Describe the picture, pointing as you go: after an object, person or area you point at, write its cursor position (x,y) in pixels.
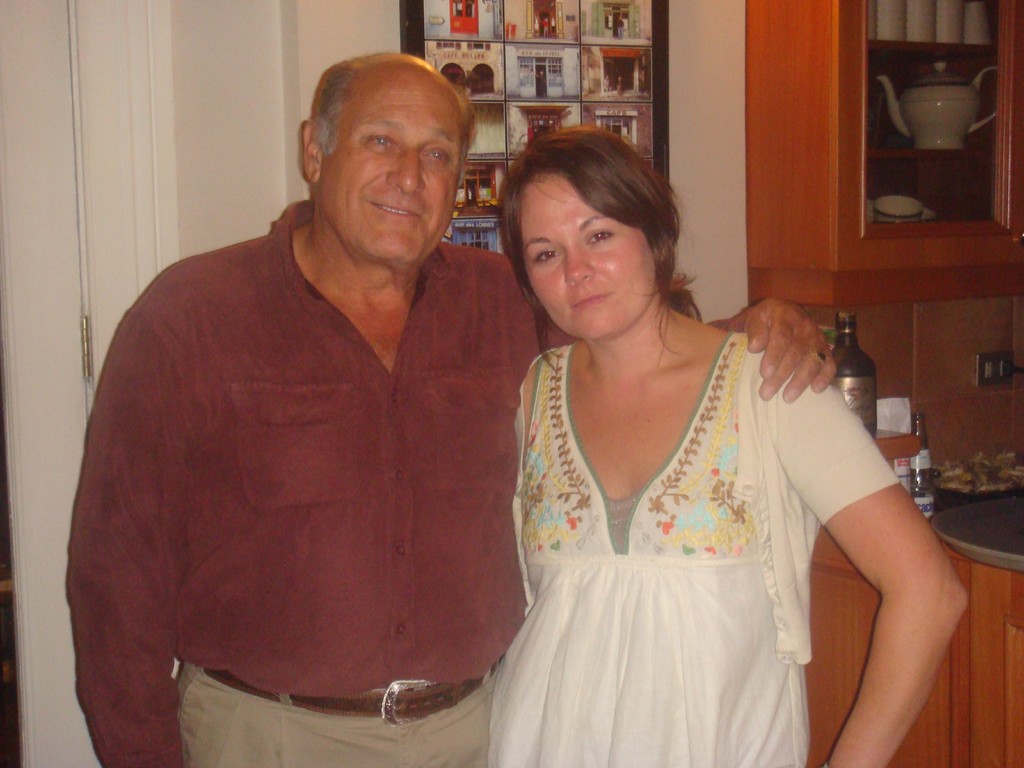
In this image in the center (604,492) there is one man (447,496) and one woman (620,614) who are standing and in the background (897,159) there are some cupboards (854,157), in that cupboards (859,170) there are some pots (899,203) and glasses (910,36) and at the bottom (984,646) there is one table (1004,520). On the table (1013,531) there are some bottles (868,370), in the background (555,104) there is one photo frame (560,65) on the wall (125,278).
